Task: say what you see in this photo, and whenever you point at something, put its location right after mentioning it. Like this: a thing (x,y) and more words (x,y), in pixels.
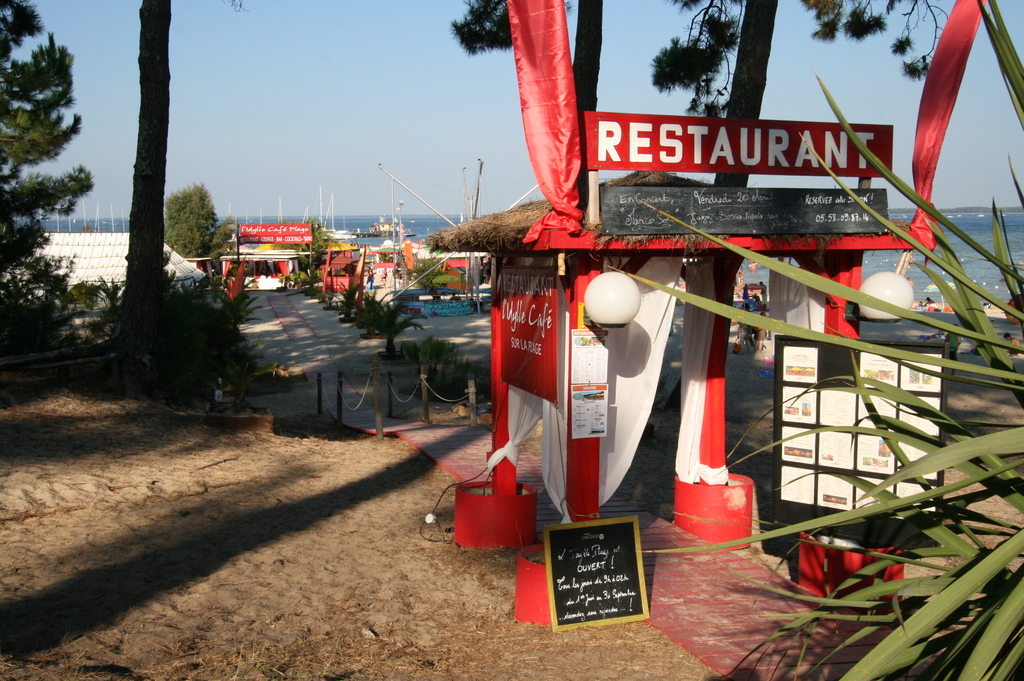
In this image I can see a tent (579,239) visible on the right side (703,374) and I can see a colorful cloth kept on the tent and I can see a leaves (1000,357) of the plants (957,424) visible on the right side (987,343) and I can see trees (222,233), hoarding boards (272,242) and poles (424,200) visible in the middle (520,313) and I can see the sky (811,107) visible at the top (262,83).
